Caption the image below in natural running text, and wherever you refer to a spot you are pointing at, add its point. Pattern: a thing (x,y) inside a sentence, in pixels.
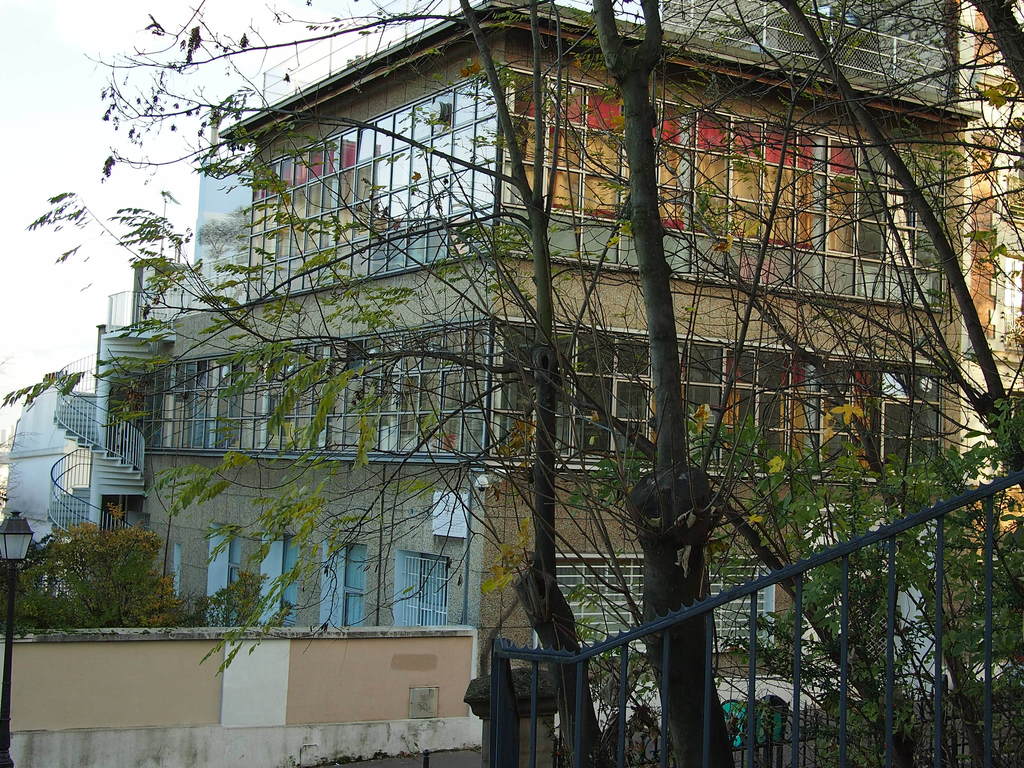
In this picture we can see railing (1008,743), trees (724,491) and buildings (503,505). In the background of the image (19,23) we can see the sky (64,76).
